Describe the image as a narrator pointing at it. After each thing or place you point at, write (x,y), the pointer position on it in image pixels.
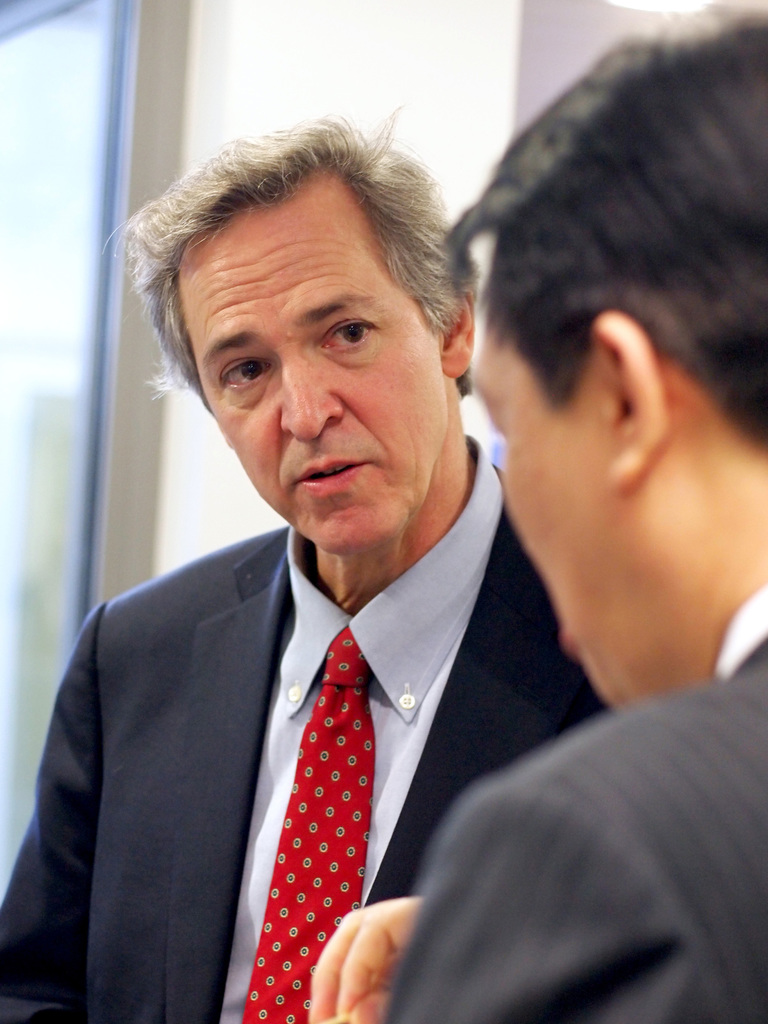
In this image I can see a person (336,664) wearing shirt (378,684), red tie (333,736) and blazer (173,766) and another person (766,355) wearing blazer (627,730) and white shirt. In the background (235,0) I can see the white colored wall (227,25) and the window (69,306) through which I can see the sky (47,83).
